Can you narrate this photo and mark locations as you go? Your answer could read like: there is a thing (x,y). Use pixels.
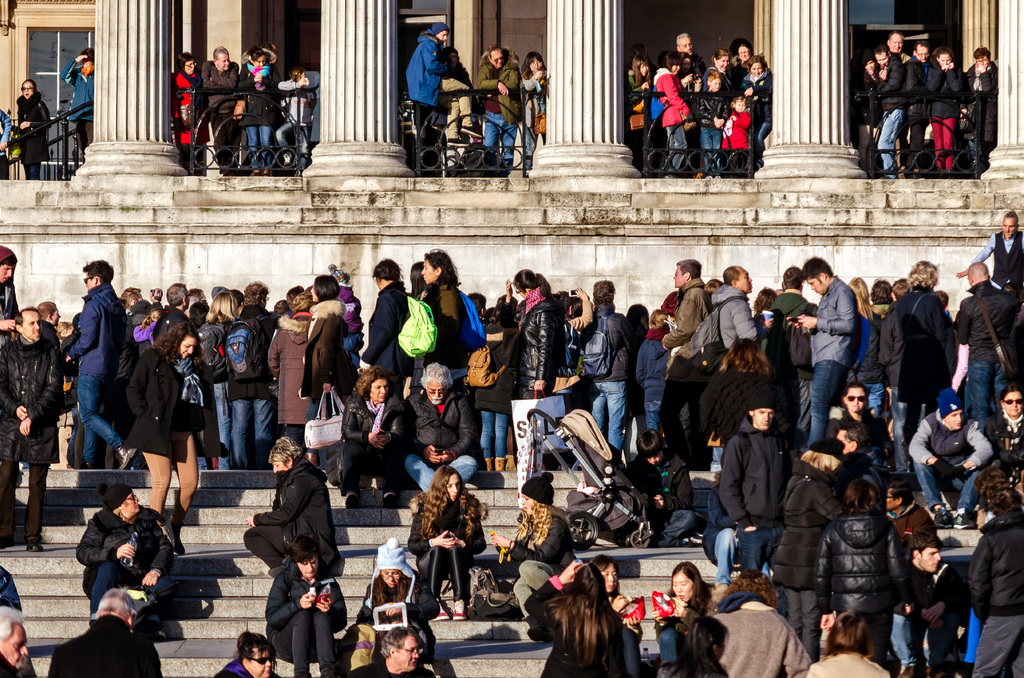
In this picture I can observe some people (229,453). There are men (446,367) and women (184,462) in this picture. I can observe some children (734,128) on the right side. Some of them are sitting on the steps (265,628) and some of them are standing. There are five pillars (547,121) on the top of the picture (480,121). In the background (427,143) there is a building (344,120).
